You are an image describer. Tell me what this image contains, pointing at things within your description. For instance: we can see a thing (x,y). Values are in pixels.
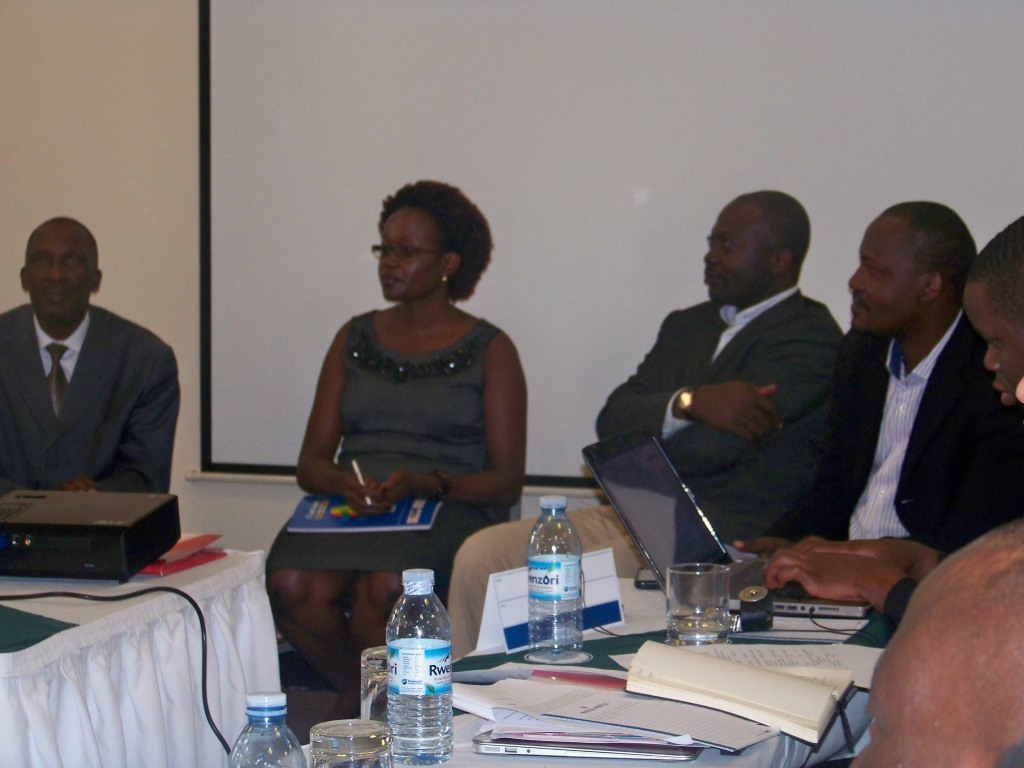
In this image, we can see a group of people (791,447) in front of the screen (509,127). There is a table (484,722) at the bottom of the image (490,715) contains bottles (438,670), glasses (677,594), books (781,687) and laptop (787,615). There is an another table (97,650) contains a projector (85,525).
